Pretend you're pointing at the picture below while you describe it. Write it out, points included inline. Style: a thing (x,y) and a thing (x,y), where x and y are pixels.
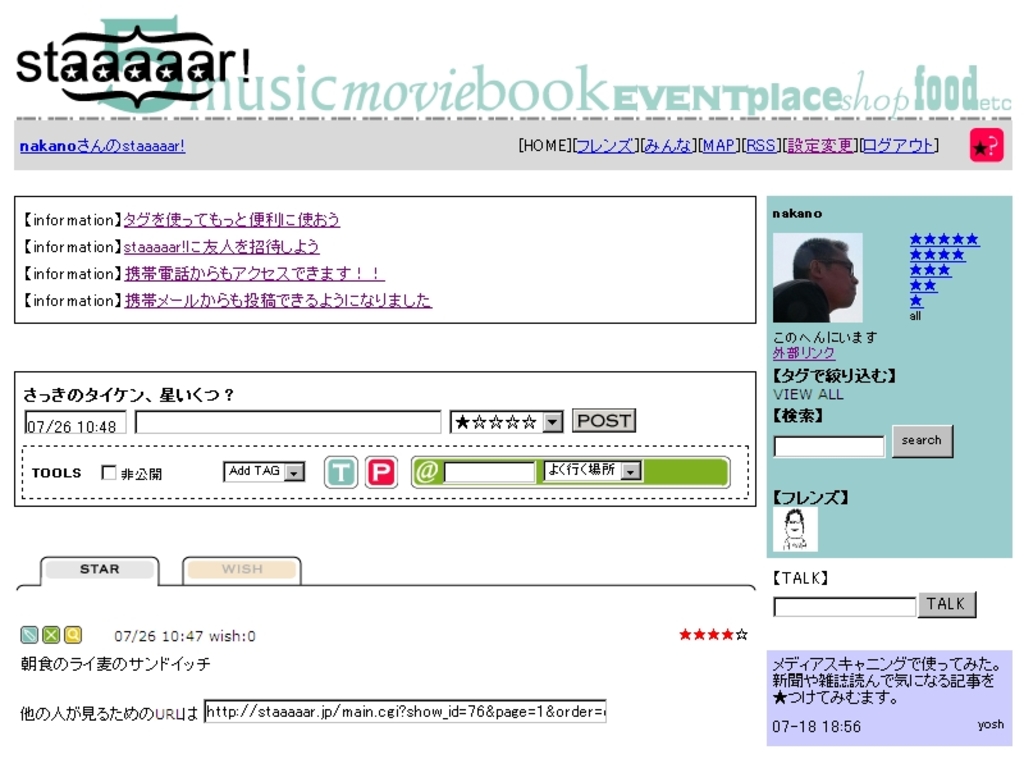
This is a screen (717,306). In this screen image, we can see there are texts (851,730), buttons (124,579), numbers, fields (165,414) and other objects (769,240). And the background (692,548) is white in color.
